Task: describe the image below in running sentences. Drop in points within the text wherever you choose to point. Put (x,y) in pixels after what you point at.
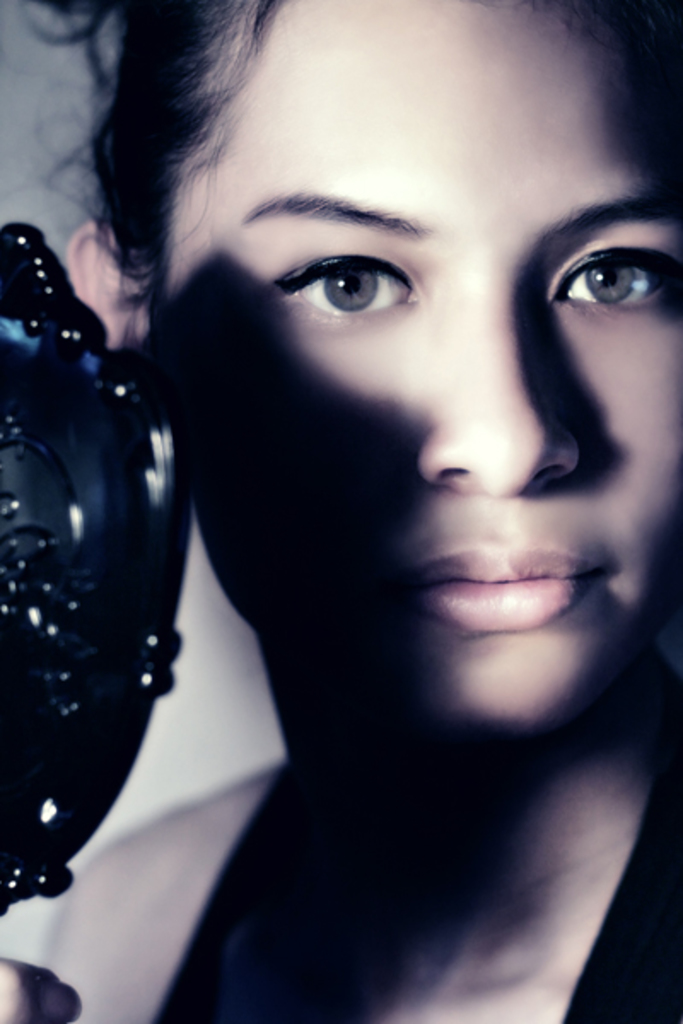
In this image I can see a person face (305,378) and the black color object (115,463) in front (119,622).
